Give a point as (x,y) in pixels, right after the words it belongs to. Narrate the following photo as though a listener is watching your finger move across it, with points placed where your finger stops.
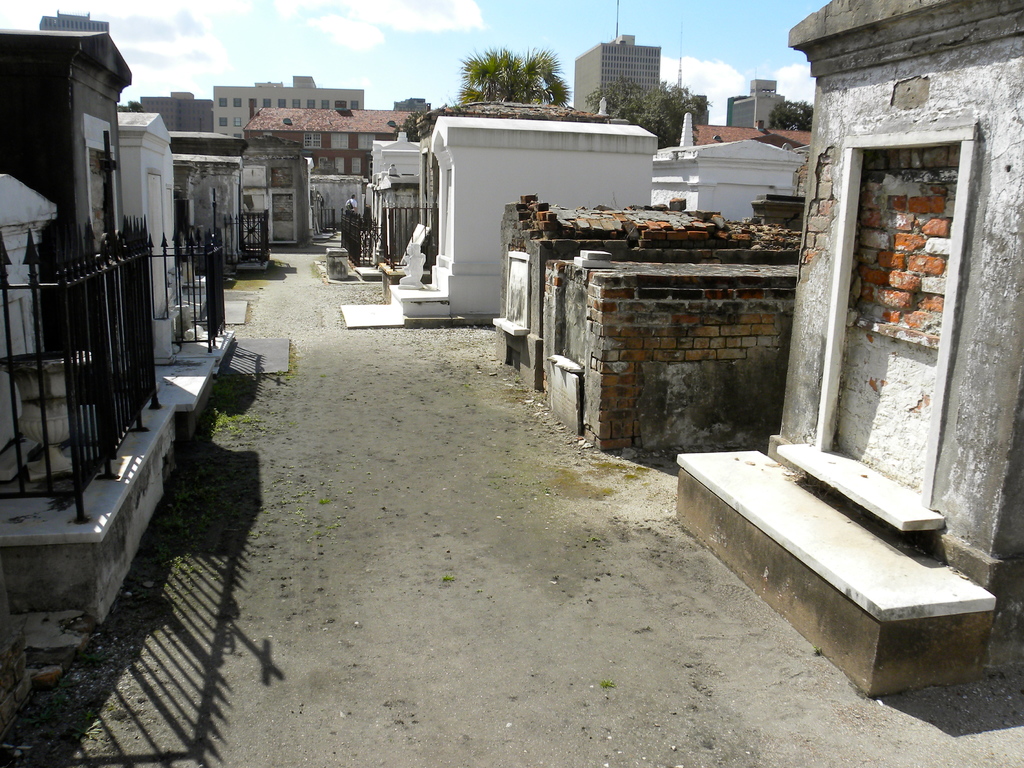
In this picture I can see tombs (599,210), trees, iron grilles (268,235), and in the background (306,31) there is sky (400,41).
